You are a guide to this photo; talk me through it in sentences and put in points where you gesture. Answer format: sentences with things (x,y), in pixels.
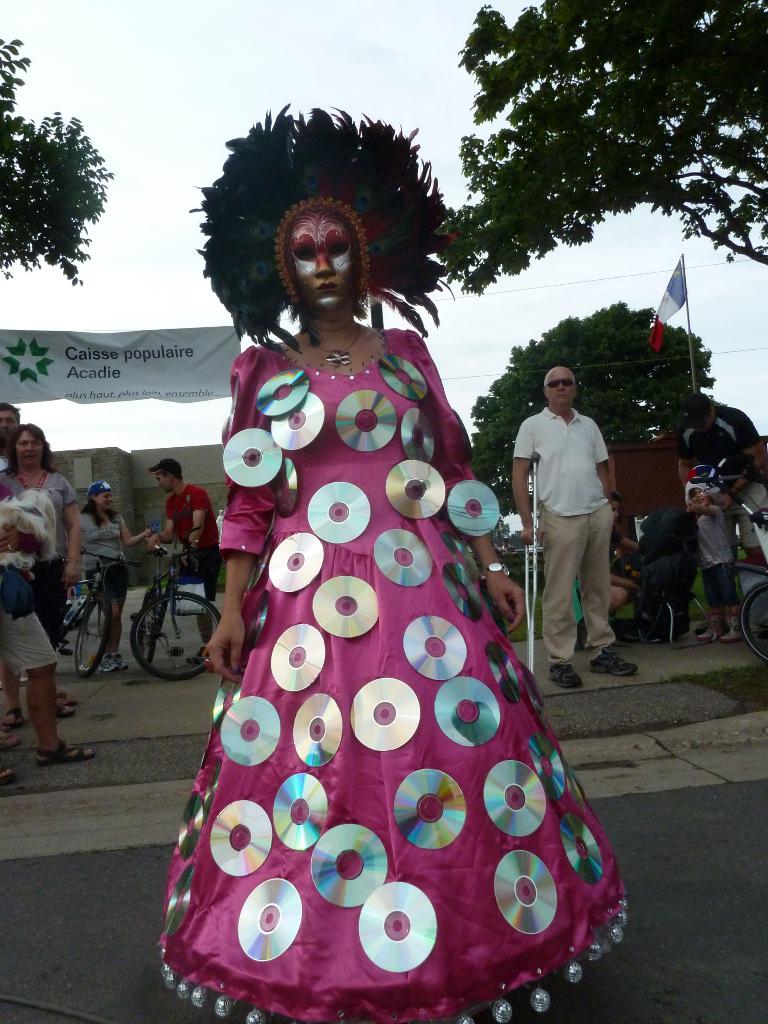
In the image there is a woman (281,466) in pink dress (367,468) covered with cd's (361,694) standing in the middle of the road (672,826), behind her there is an old man (522,464) with walking sticks (530,559) standing on the right side (708,478) with few people (730,456) standing beside him, on the left side (100,548) there are few people (112,548) are on bicycle (172,614) and few people (29,466) are standing, on the background (50,264) there are trees (602,403) and above its sky (165,66).
